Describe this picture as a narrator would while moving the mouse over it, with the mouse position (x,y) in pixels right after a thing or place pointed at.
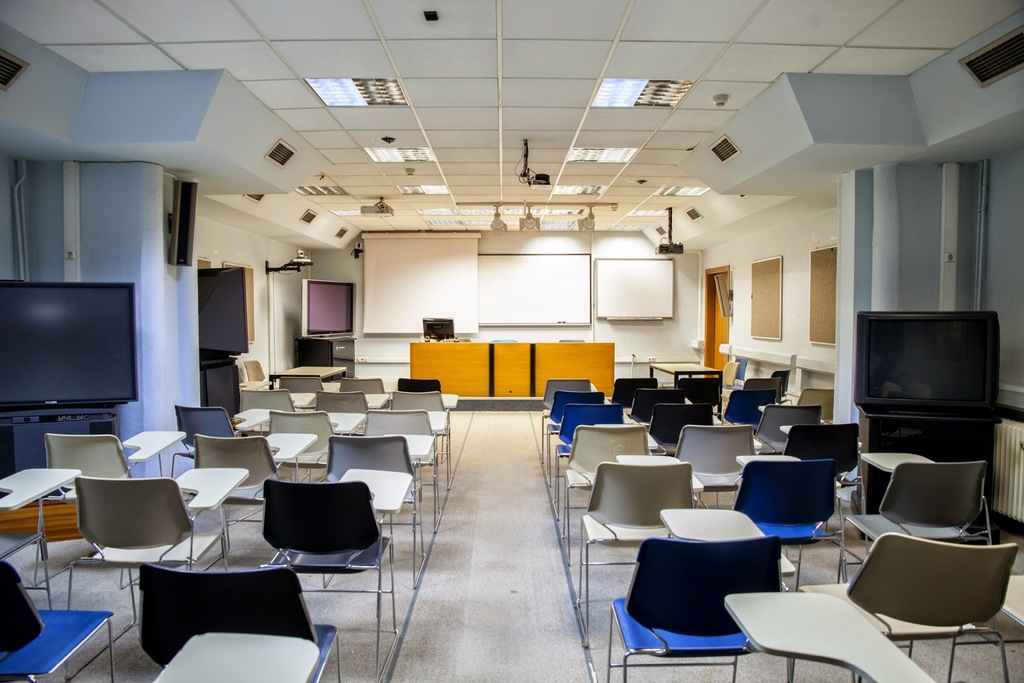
Inside this room (862,409) we can see monitors (342,297), chairs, tables (478,353), camera (295,261), boards (247,287), screen (437,286), projector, lights (622,105) and door (706,297). Lights (583,210) are attached to the ceiling (426,71). Camera (301,250) and speakers (194,232) are on the wall (160,216).
